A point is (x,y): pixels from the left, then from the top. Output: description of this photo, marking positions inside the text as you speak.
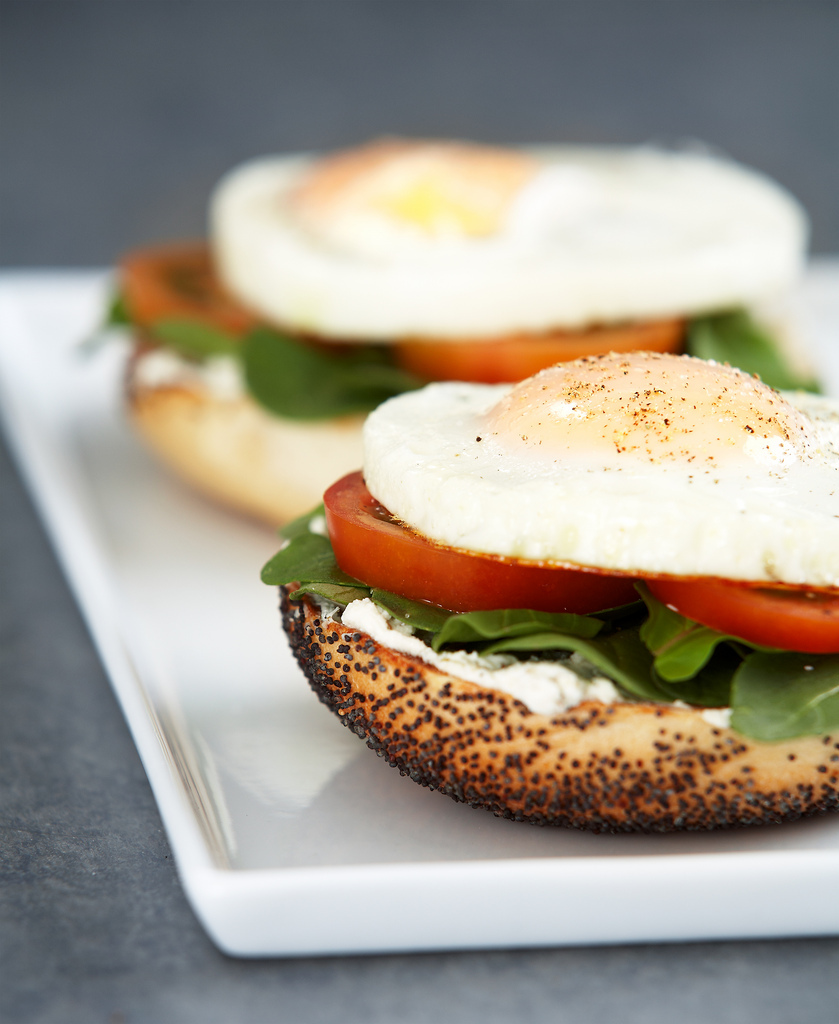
In the foreground of this picture (373,579), there are two bagel sandwiches (307,607) on a platter (176,667).
